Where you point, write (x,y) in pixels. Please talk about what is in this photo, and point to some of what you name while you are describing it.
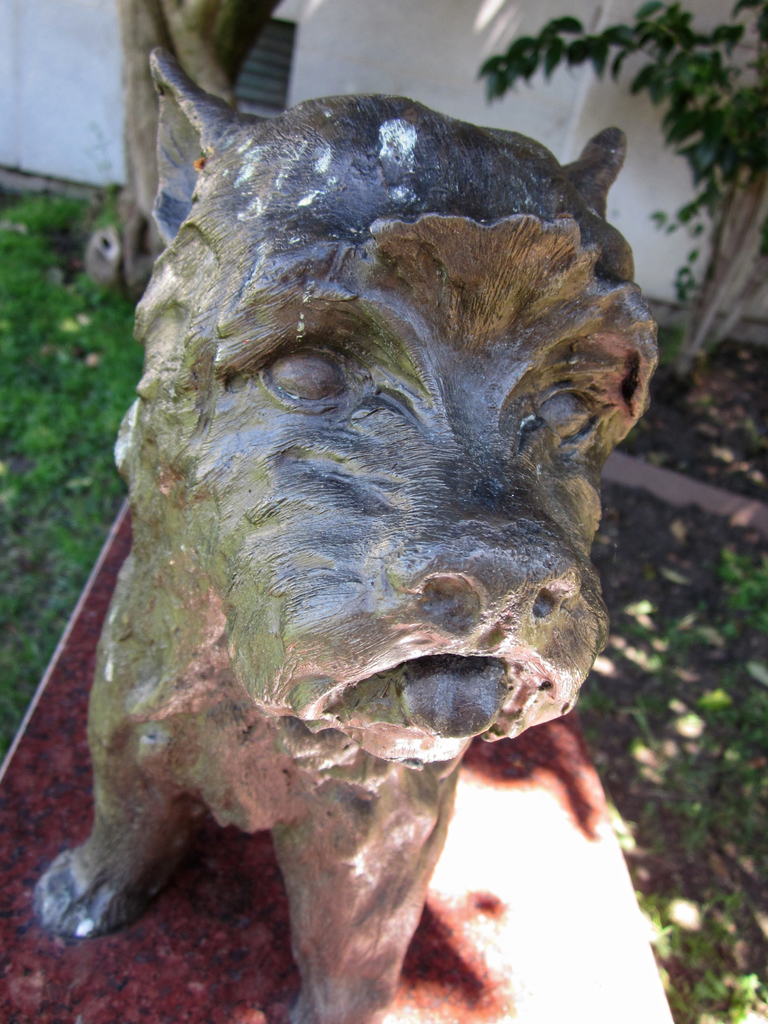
In this picture we can see a dog statue (467,475) which is on the ground (510,902). On the left (82,544) we can see grass (95,468). On the top right corner (758,161) there is a plant (731,215) near to the wall (472,29).
